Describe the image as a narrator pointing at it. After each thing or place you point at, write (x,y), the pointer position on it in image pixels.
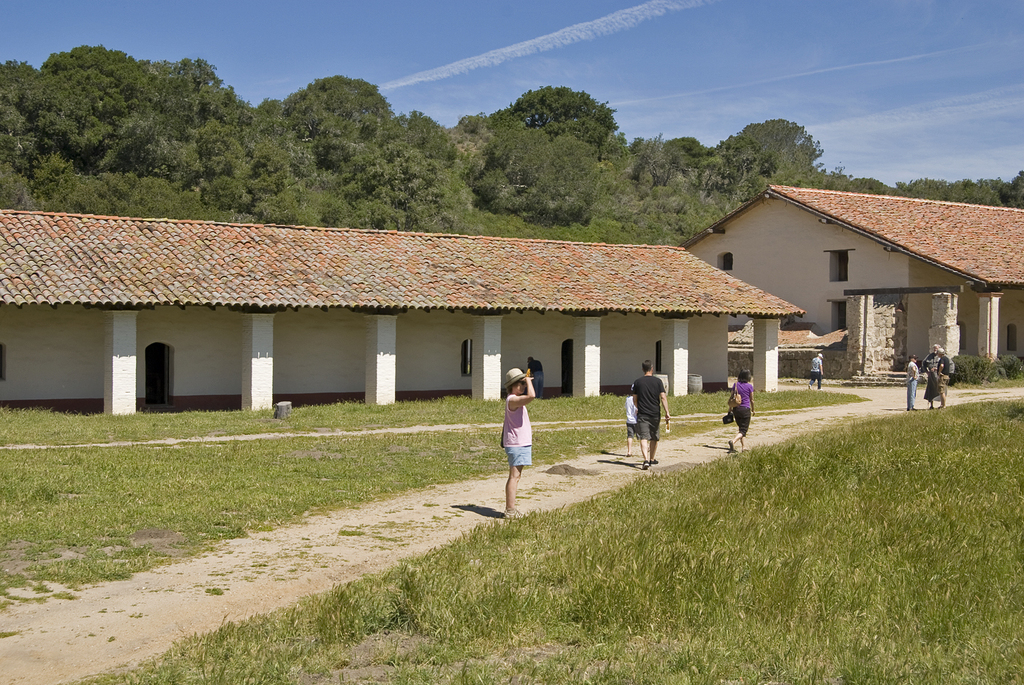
In the center of the image (517,376) there are people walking on the road (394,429). On both right and left side of the image (153,451) there is grass (239,448) on the surface (229,470). In the background of the image (458,356) there are building (797,248), trees (640,148) and sky (603,60).
